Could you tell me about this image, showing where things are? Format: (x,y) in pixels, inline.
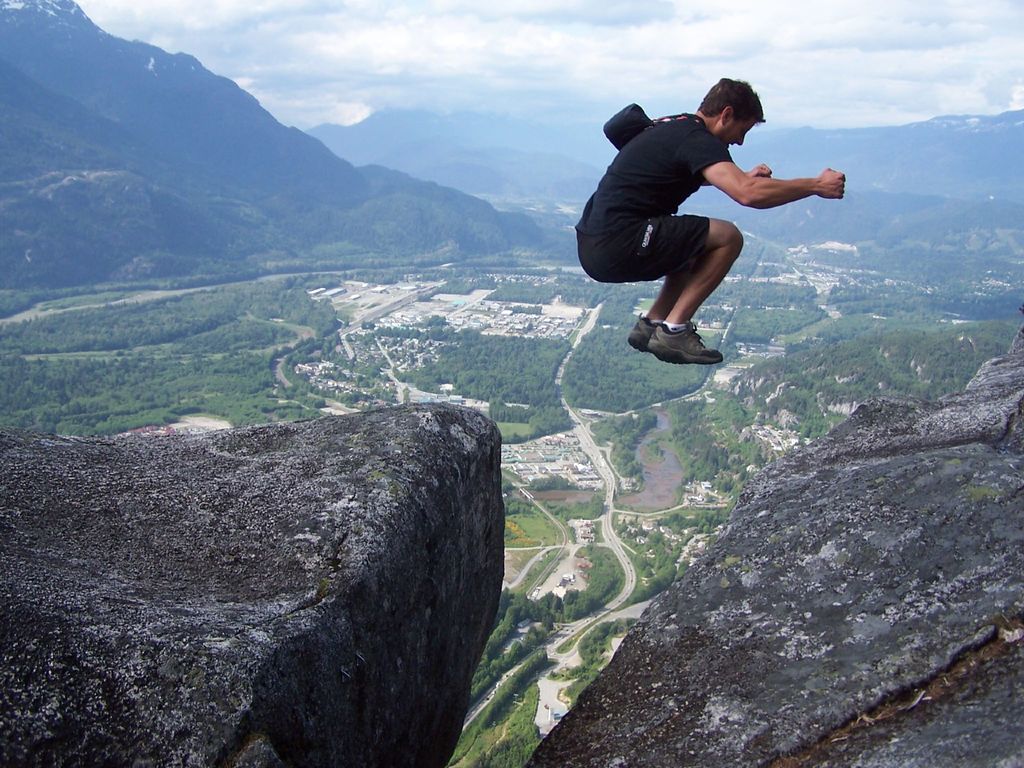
In this image we can see a man (665,305) jumping from the rock (334,472), trees (255,413), roads (604,610), hills (575,211) and sky (664,100) with clouds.
